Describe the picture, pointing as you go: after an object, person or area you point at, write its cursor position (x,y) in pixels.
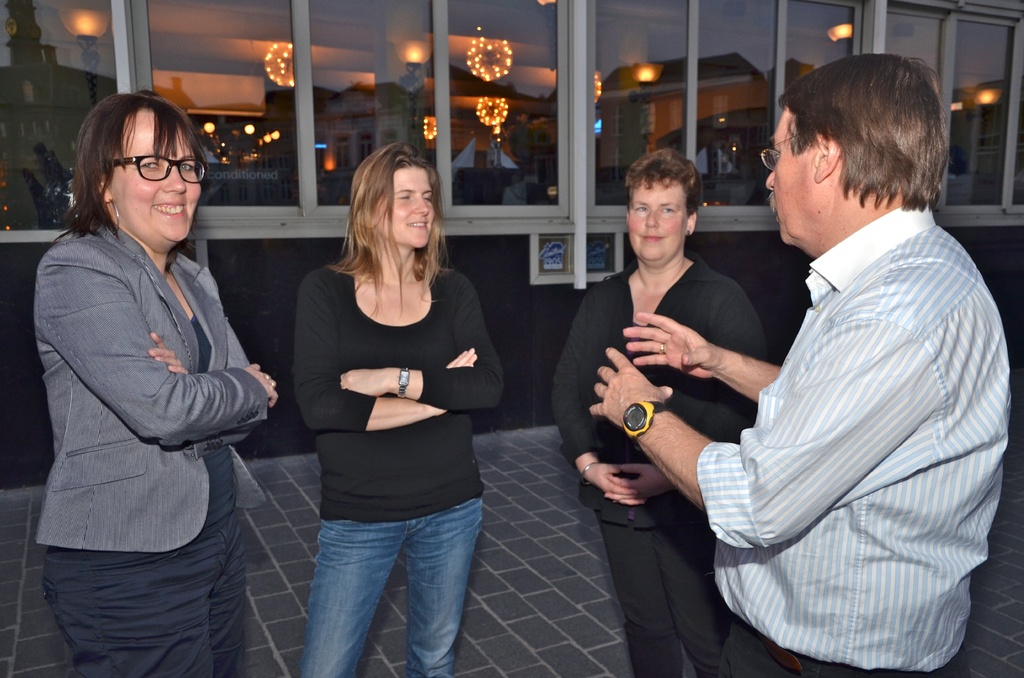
This image is taken outdoors. At the bottom of the image (542,583) there is a ground (289,562). In the background (561,257) there is a wall (481,279) with windows (520,127). Through the windows (206,83) we can see a few buildings (341,110) and lamps (500,70). In the middle of the image (380,343) three women (377,299) and a man (985,310) are standing on the ground (506,628) and talking. They are with smiling faces (808,169).
